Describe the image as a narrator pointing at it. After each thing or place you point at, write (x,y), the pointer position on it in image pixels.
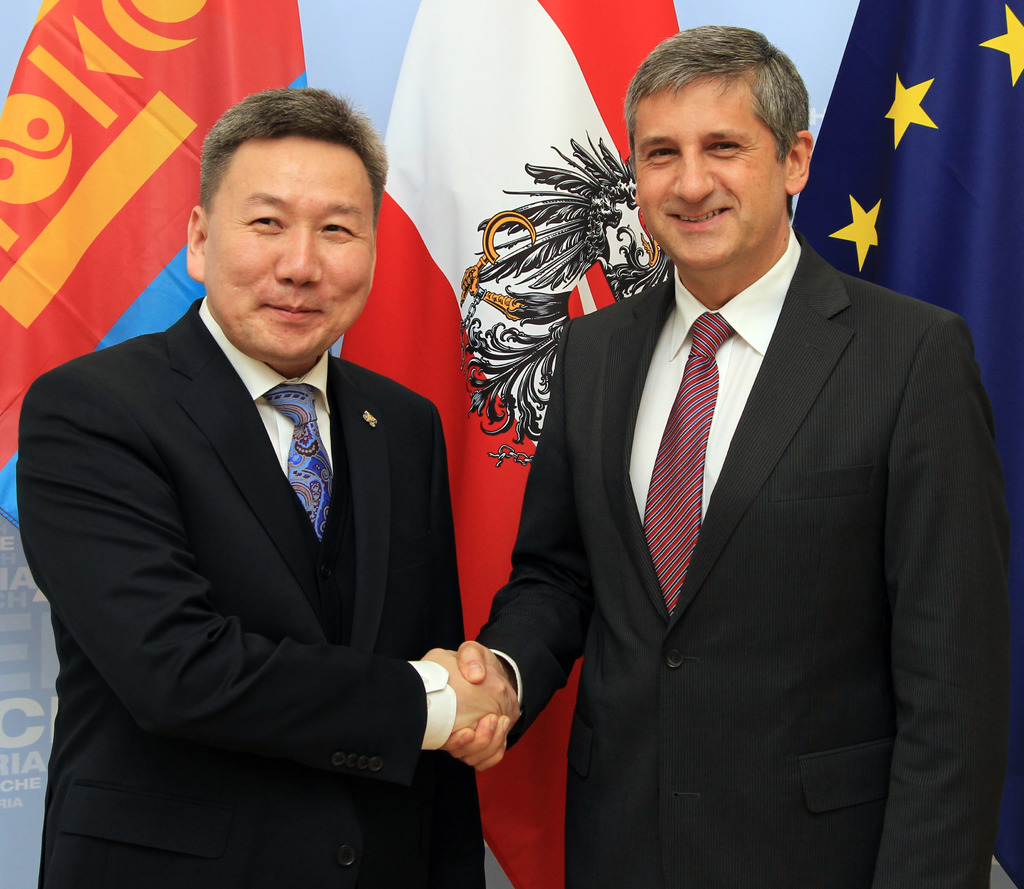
In the background (908,22) we can see the flags (956,115). In this picture we can see the men (925,400) wearing blazers (763,416) and they are shaking their hands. They all are smiling.
